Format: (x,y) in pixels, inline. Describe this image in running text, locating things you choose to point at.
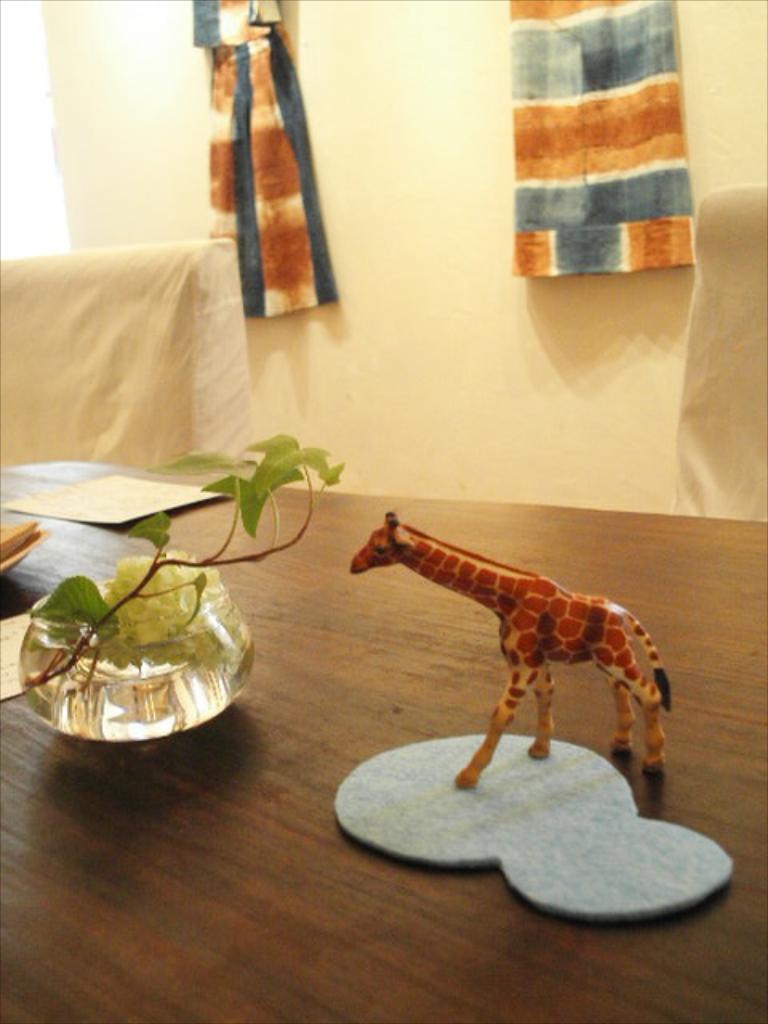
This is table (463,535). On the table (495,625) there is a toy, house plant (173,643), and a paper (112,509). This is chair (751,465). On the background (409,272) there is a wall (404,228) and this is cloth (553,132).
